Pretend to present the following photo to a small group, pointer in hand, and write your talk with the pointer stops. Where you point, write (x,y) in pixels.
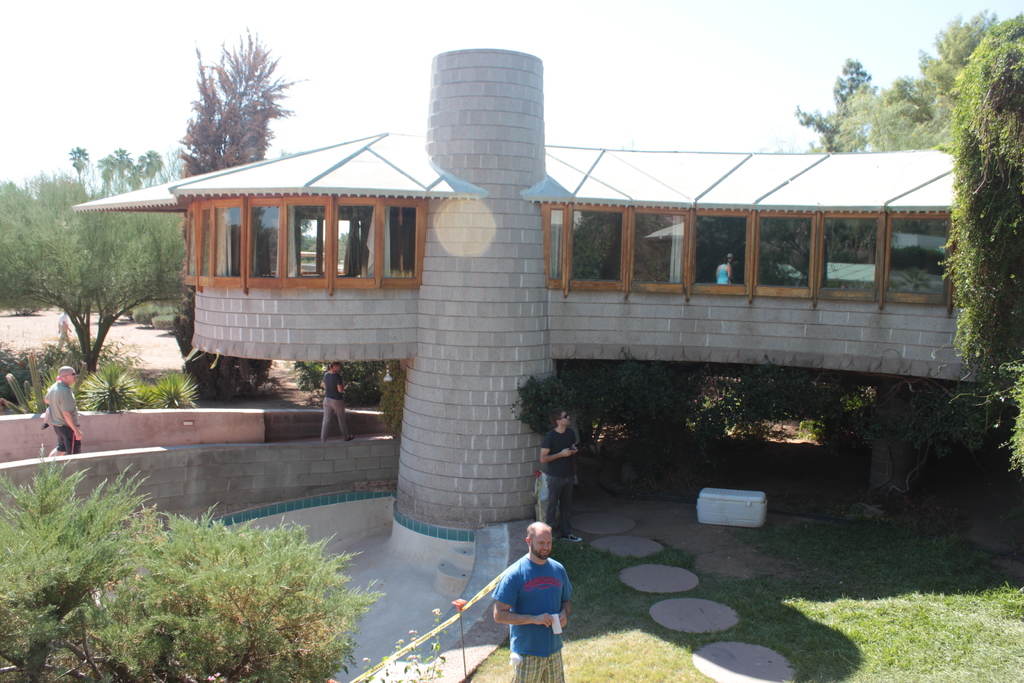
In the foreground of this image (551,640), at the bottom (540,608), there is a man (550,618) standing and holding an object (557,624). In the middle (427,295), there is a building (423,290), trees (970,146) and a tree (142,590) at the bottom (161,619), three people (569,486) standing and walking, grassland (796,593), swimming pool (368,547) and the barrier tape (454,617). In the background (182,267), there are trees (90,276), a person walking and the sky (203,15).
